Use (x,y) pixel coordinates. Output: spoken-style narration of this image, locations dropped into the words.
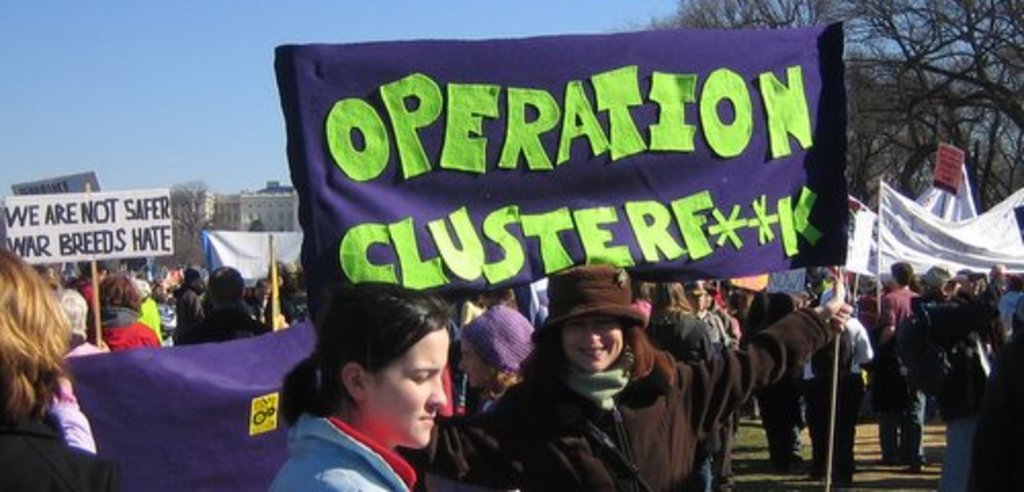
People (68,352) are standing holding banners (582,211) and placards (68,239). Behind them there are trees (927,2) and buildings (215,213).
